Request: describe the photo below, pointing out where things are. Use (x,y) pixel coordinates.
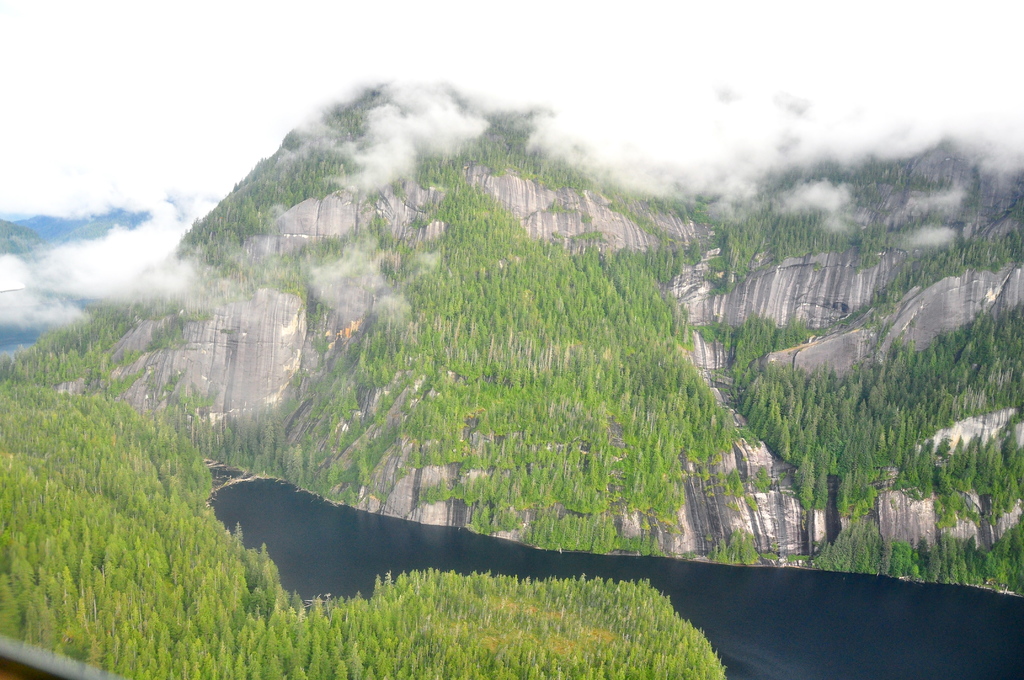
In this picture there are hills (393,280) covered with trees (520,334) and fog (624,186). In the center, there is a river (873,588).
